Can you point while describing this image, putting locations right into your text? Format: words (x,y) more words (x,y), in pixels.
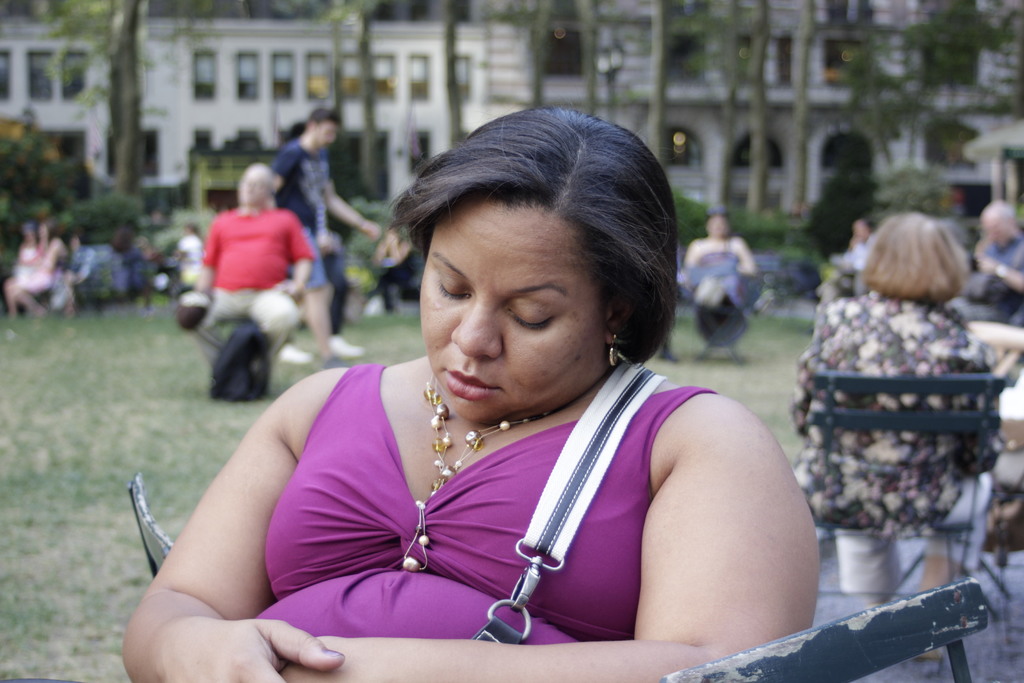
This image is taken outdoors. In the background (351,95) there are two buildings (668,98) with walls (397,94), windows (848,136), doors (838,148), pillars (815,164) and balconies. There are a few trees (128,192) and plants (774,231) on the ground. A few people (53,266) are sitting on the benches (780,289) and a few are walking on the ground (279,347). On the right side of the image (955,284) a few people (968,311) are sitting on the chairs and there is a table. In the middle of the image (425,364) a woman (309,512) is sitting on the chair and sleeping. There are two empty chairs (844,682).
